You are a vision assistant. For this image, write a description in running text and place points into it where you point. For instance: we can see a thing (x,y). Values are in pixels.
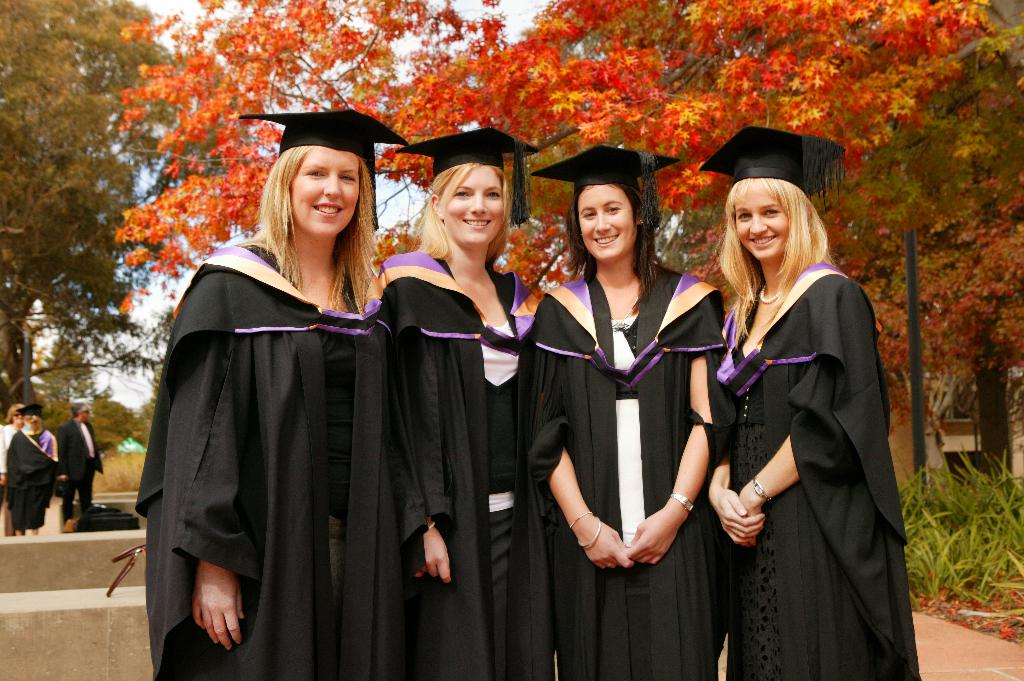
In this image I can see 4 women (543,363) standing in the front (564,373) and smiling. They are wearing graduation day dress (379,412). There are other people (12,469), poles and trees (56,104) at the back (399,125).
